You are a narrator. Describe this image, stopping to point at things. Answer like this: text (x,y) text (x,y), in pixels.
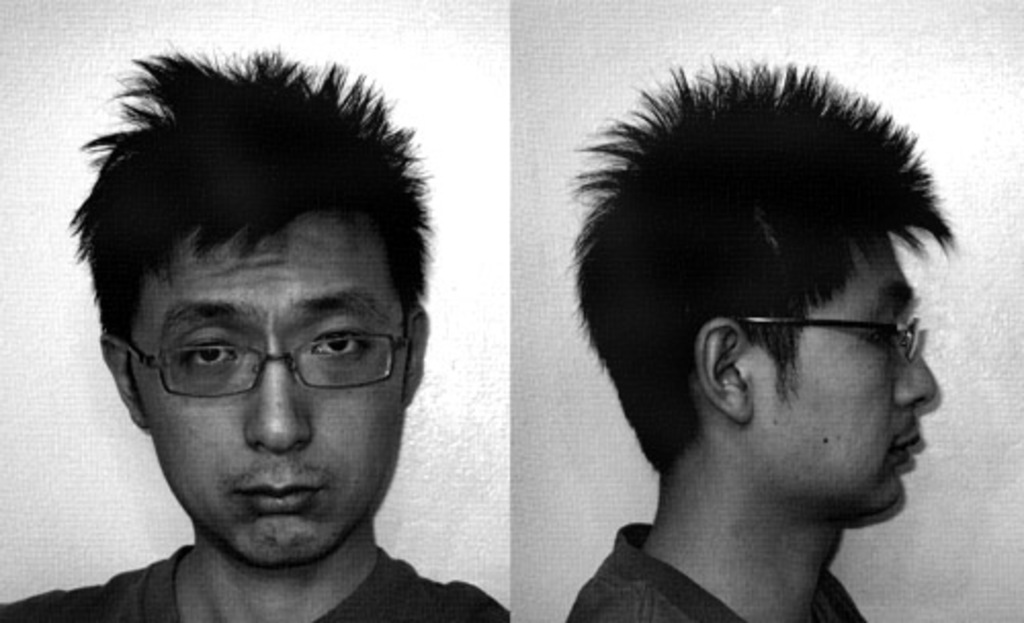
In the picture we can see two images of a boy's face (283,285), the first image we can see a boy (225,292) is looking straight and he is with a funky hair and in the second image we can see a boy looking right hand side with a funky hair (710,141).
